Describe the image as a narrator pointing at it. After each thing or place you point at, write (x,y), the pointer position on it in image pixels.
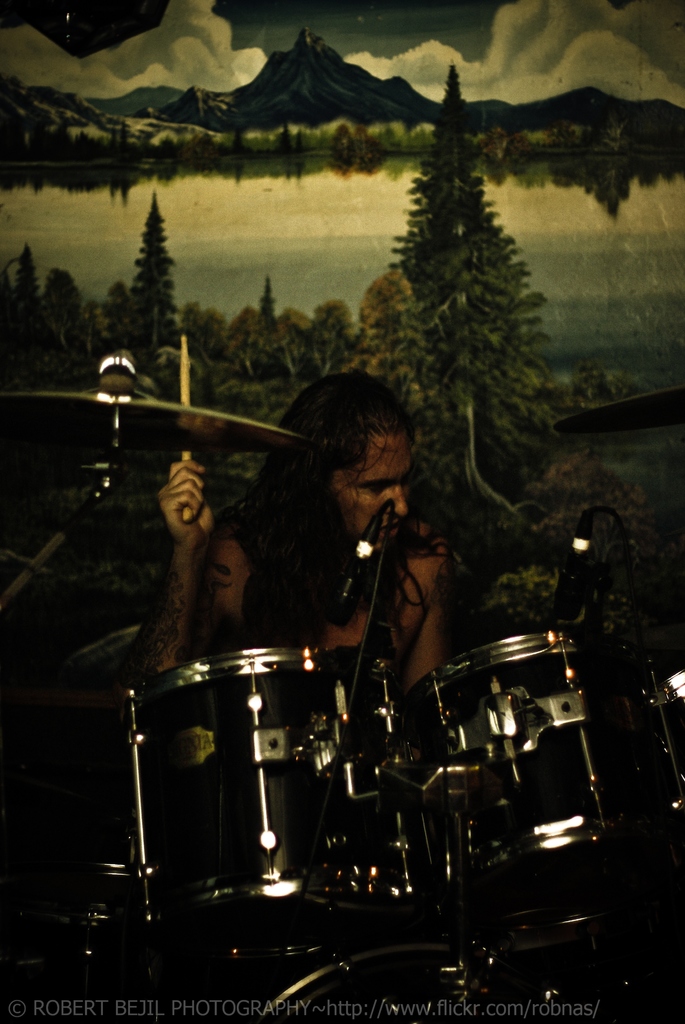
In this image we can see a person (359,539) holding a stick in his hand (173,501). In the foreground of the image (122,832) we can see drums (597,810) and two microphone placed on top of the drums (118,905) and in the background (497,496) we can see group of trees (510,375), water (142,222) mountains (79,122) and the sky (441,45).
